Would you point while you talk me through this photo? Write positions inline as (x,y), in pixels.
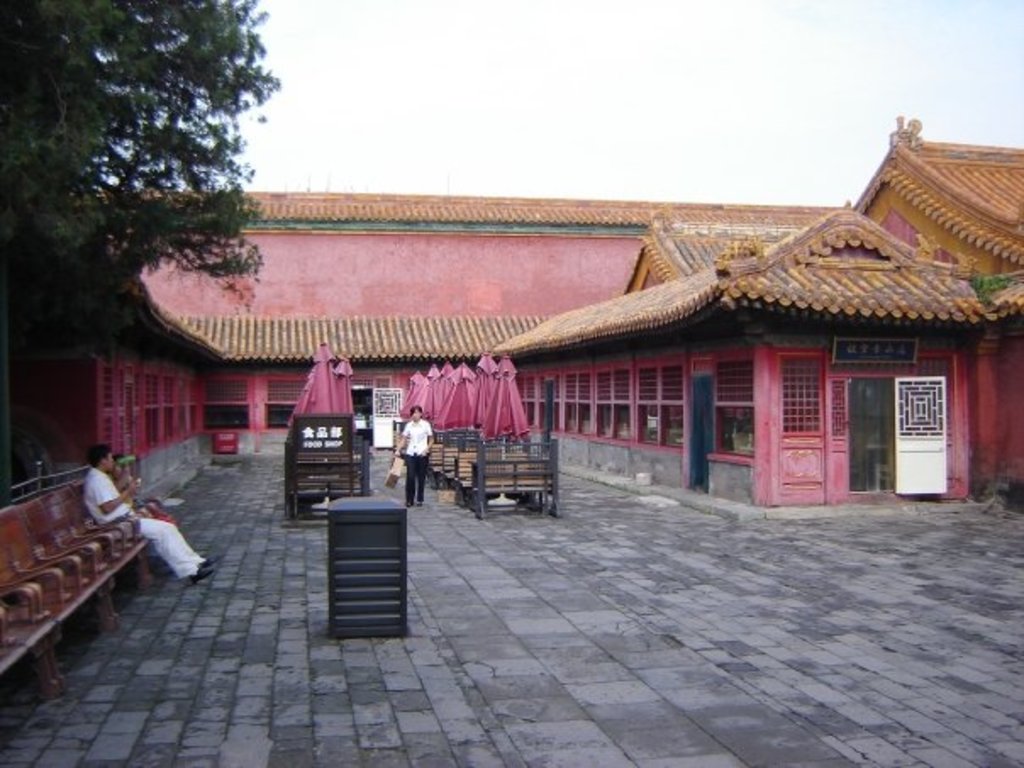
In this picture I can see the path (403,750) in front (325,582) and on the left side of this picture (28,519) I can see the chairs (68,514) and I see 2 persons (121,497) sitting. In the middle of this picture (346,312) I can see the buildings (622,292), few brown and pink color things (470,370) and I see a person (413,478) who is standing. On the top left side of this picture (220,74) I can see a tree (197,201). In the background (565,36) I can see the sky (684,82).
